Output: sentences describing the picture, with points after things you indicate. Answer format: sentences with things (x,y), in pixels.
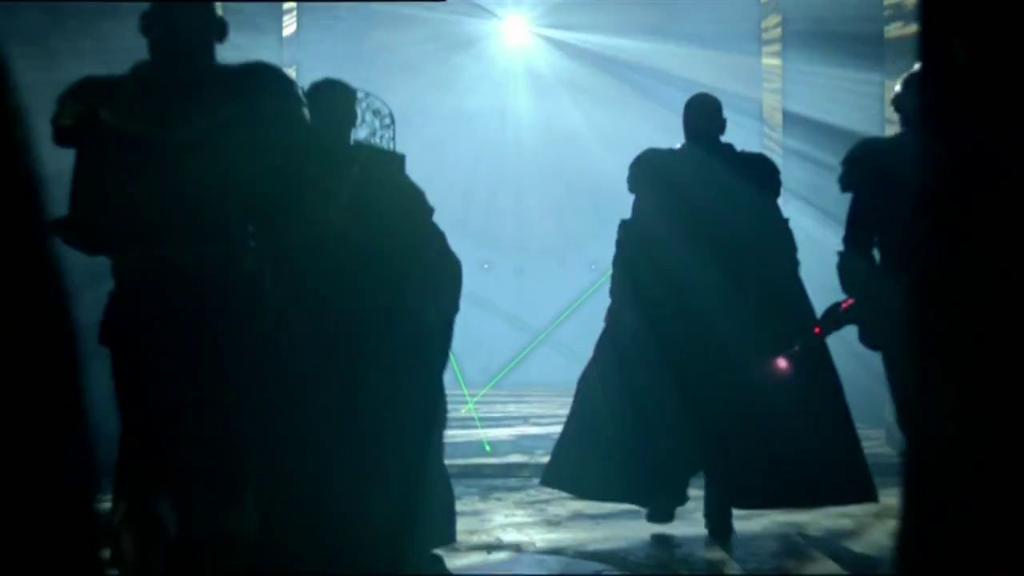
In this image we can see group of people (911,363) standing on the floor (649,529). In the background (511,31) we can see light (526,11).
